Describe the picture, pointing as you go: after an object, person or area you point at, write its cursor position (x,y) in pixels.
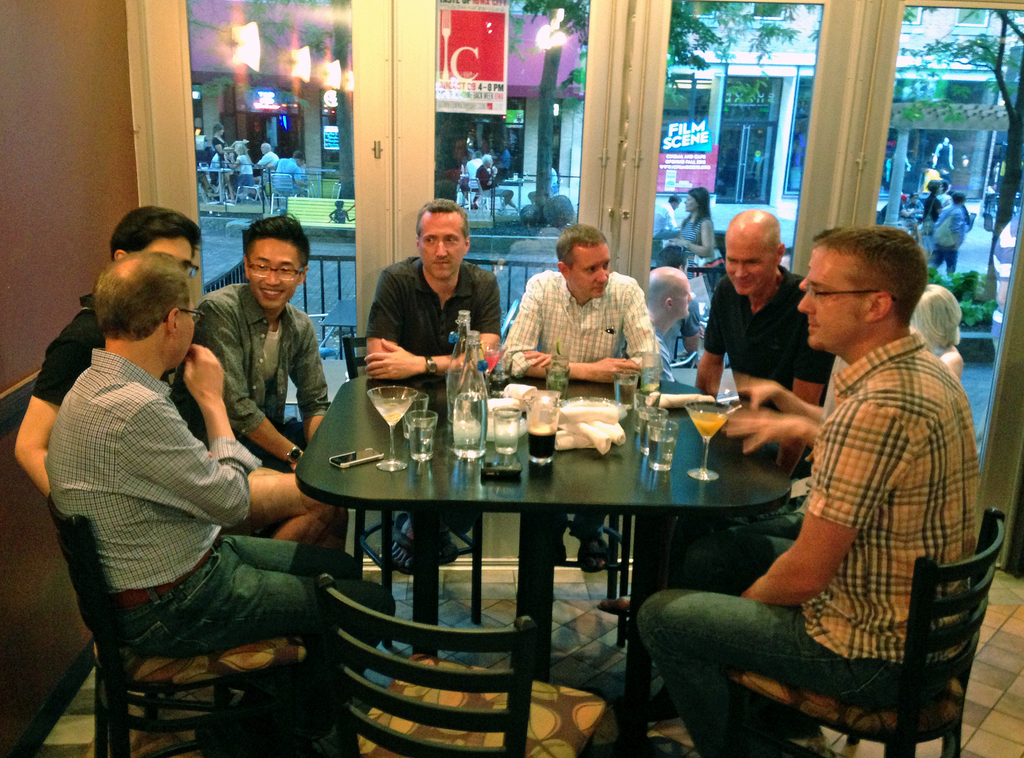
Few persons (128,552) are sitting on the chair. We can see table (550,607) and chairs (445,677). On the table (577,388) we can see glass (422,454), bottle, cloth (599,433), mobile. This is floor (846,749). On the background (744,139) we can see glass window (489,115). From this glass window (502,177) we can see building (754,147), persons (507,154), tree (932,73).
